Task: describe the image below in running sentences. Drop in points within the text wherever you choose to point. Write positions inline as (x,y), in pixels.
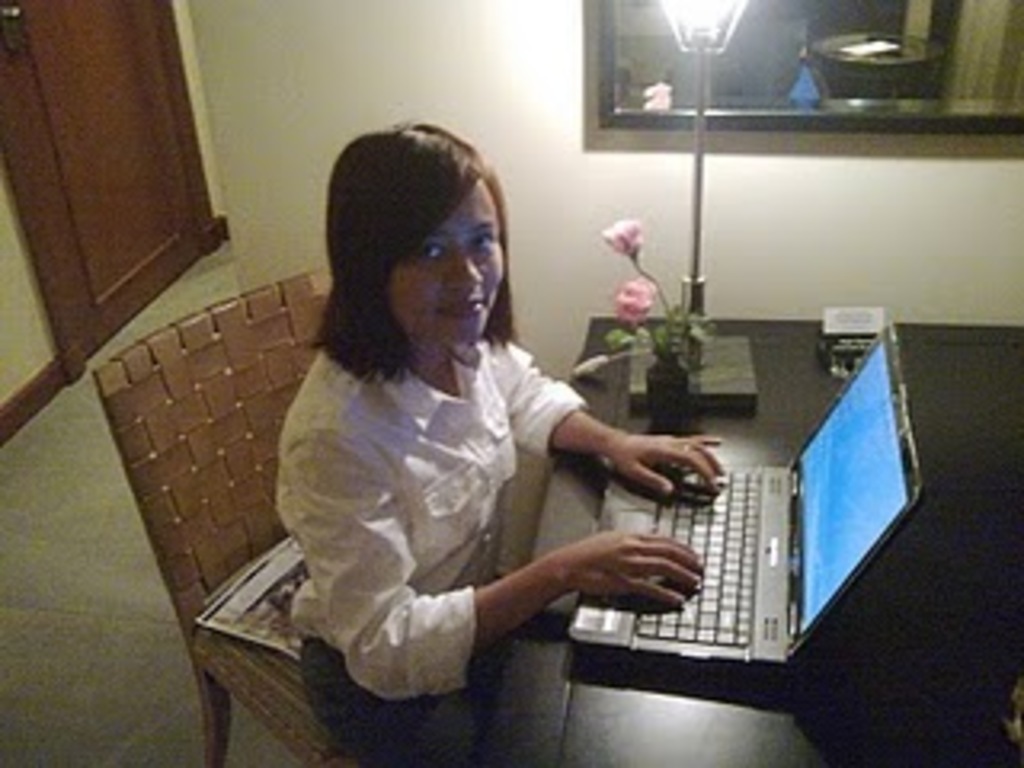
In the image there is woman (430,370) in white dress (449,468) sitting in front of table (589,741) with laptop (711,508) in front of her along with a lamp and flower vase (681,350) on it, on the right side (787,83) there is a mirror (734,84) on the wall (606,244), on the left side (137,199) there is a door (111,218).
